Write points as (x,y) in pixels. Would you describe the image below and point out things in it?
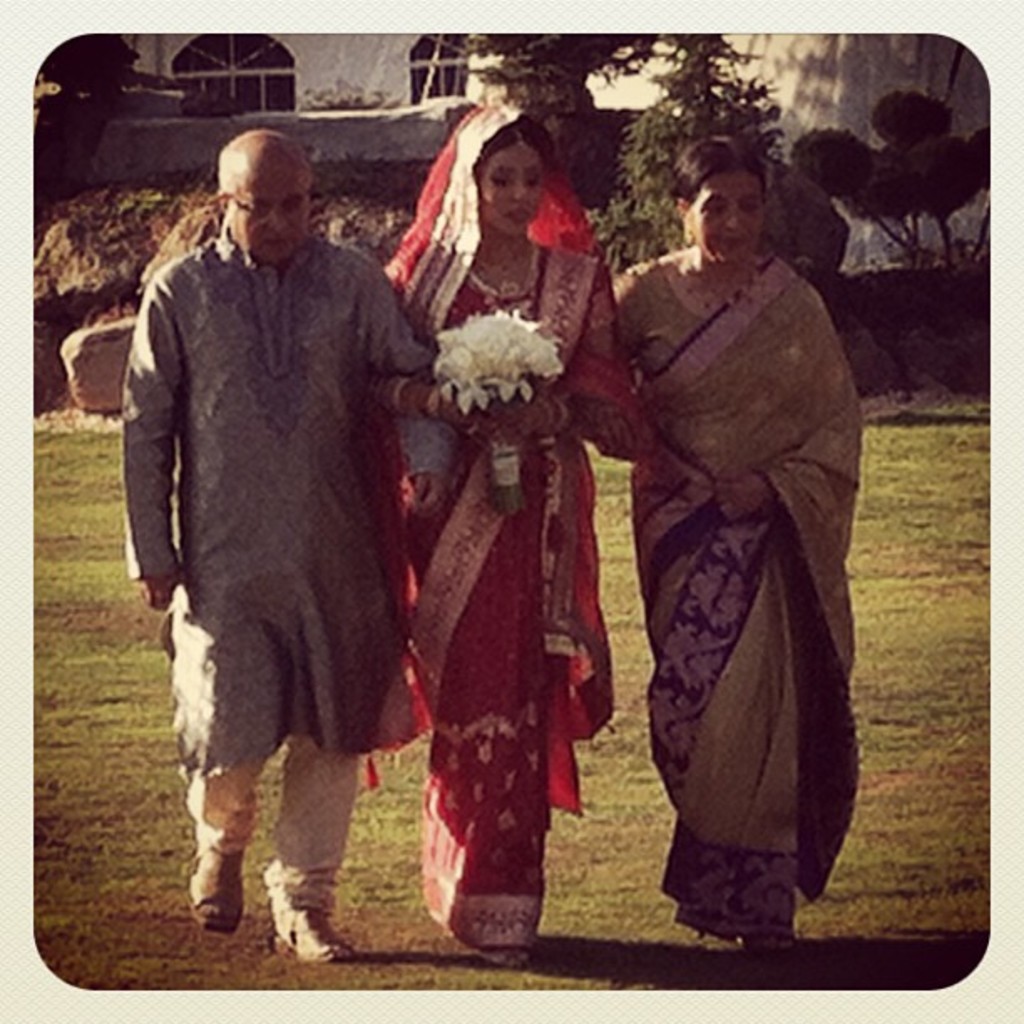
In this image we can see two women (534,432) and a man (347,532) standing on the ground (401,759) holding each other. We can also see some grass (619,555), plants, stones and a building (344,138) with windows (266,99).
